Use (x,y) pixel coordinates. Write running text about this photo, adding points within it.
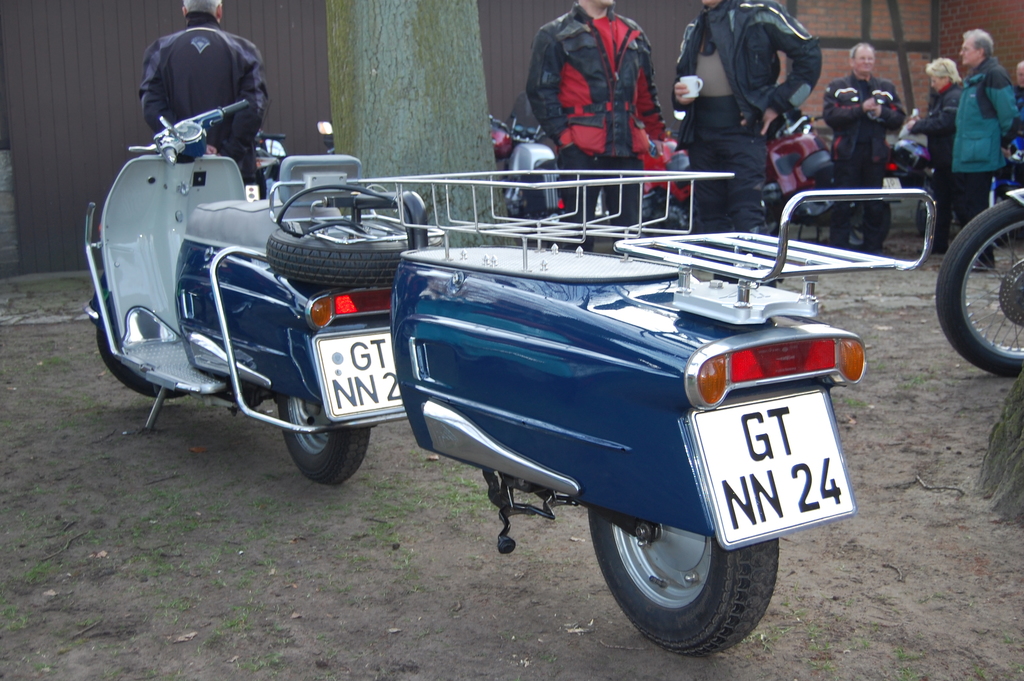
In the center of the image (475,228) there is a vehicle (450,448). In the background of the image (263,120) there is a wall (307,78). There are people (613,62) wearing jackets (974,115) and there are other vehicles (1012,219). At the bottom of the image (170,581) there is grass (142,560).
